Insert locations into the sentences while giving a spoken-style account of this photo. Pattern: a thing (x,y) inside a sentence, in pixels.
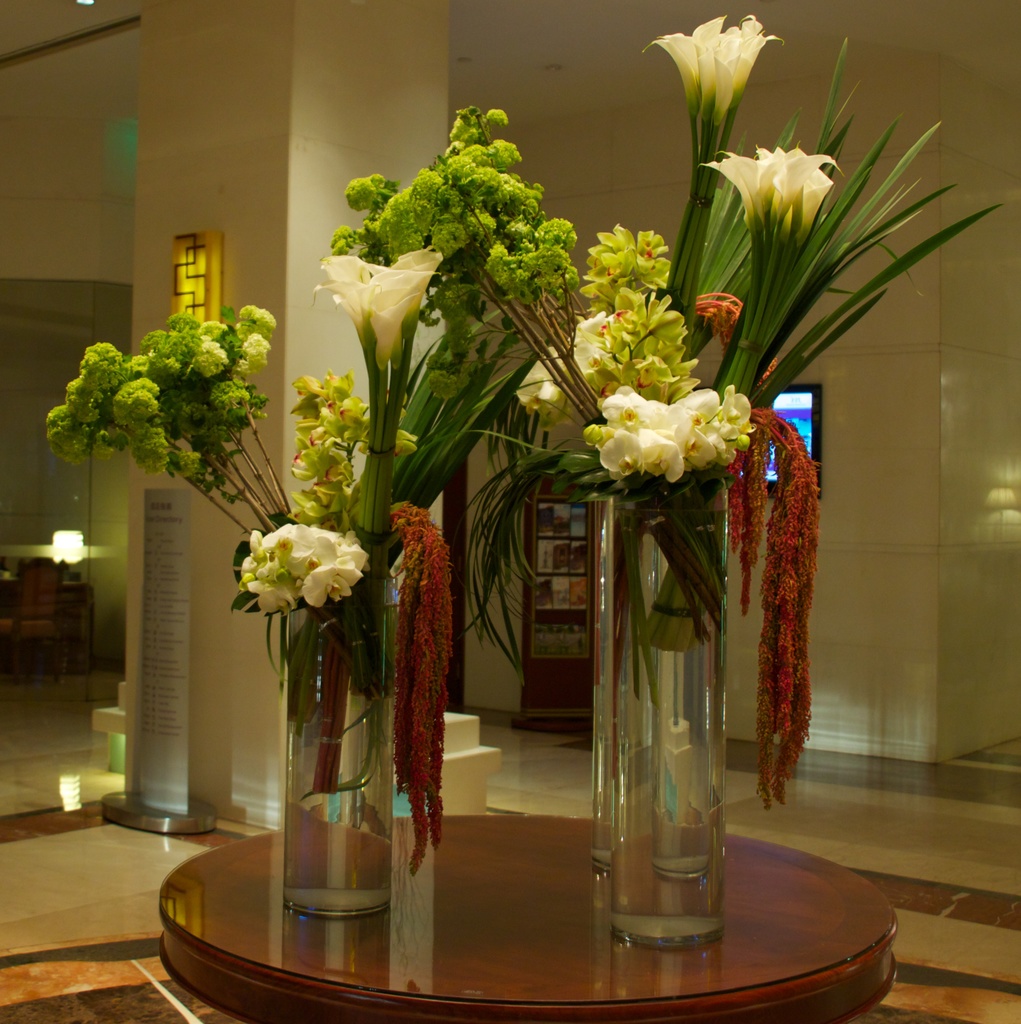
Here we can see flower plants (360,499) in a glass (324,902) placed on a table (475,869) and behind them we can see a monitor (815,407) and lights (64,548) present.
